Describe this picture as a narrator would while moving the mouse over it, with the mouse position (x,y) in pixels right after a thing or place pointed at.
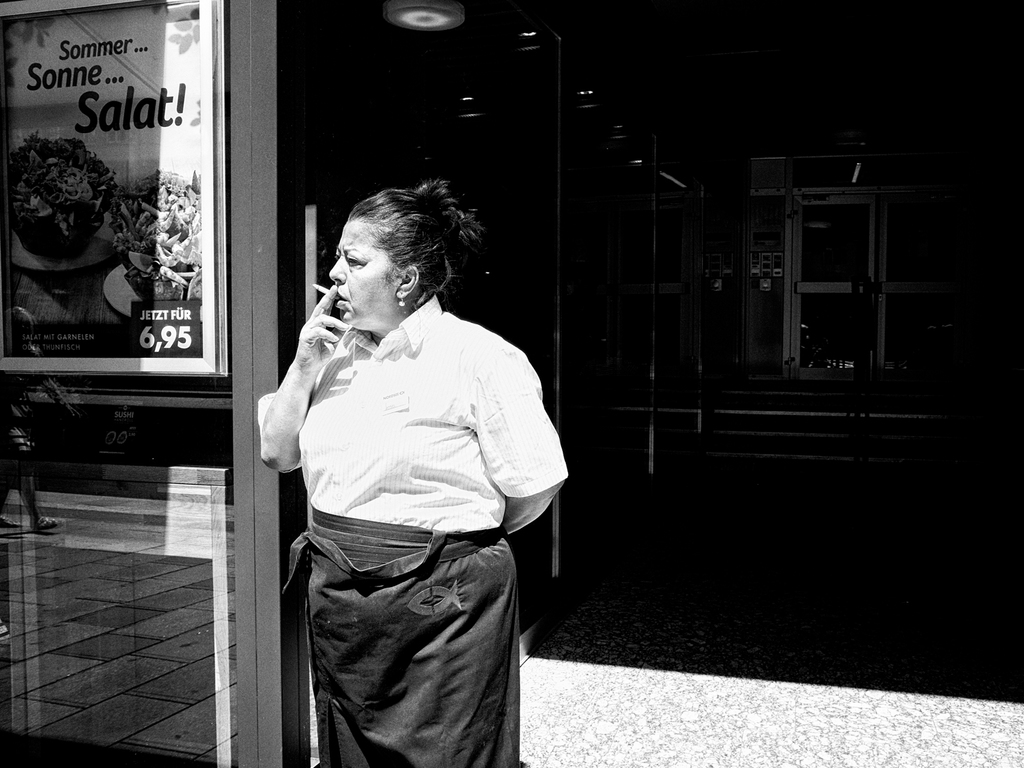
In this image we can see a person (383,315) holding a cigarette (317,288), there is a board (151,217) with text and images (98,231) on the glass (90,487) beside the person (341,299) and there is a building (634,358) and stairs (812,419) in the background (815,413).
